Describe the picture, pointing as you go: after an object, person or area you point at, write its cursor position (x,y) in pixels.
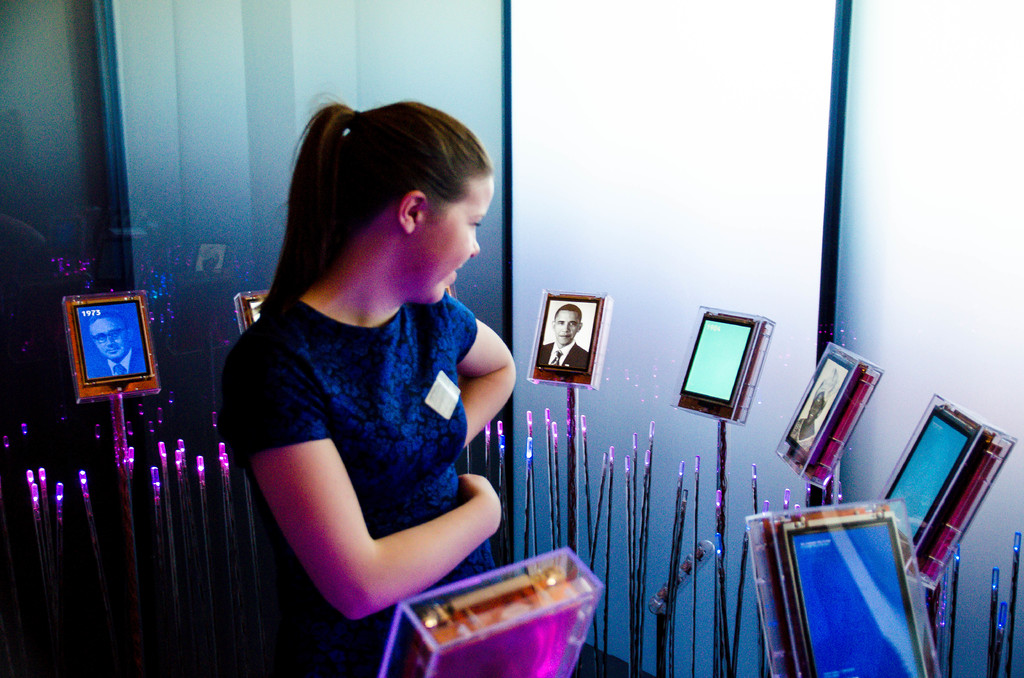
In this picture I can see a person (344,350) standing, there are photos (575,360) in the boxes (945,556), there are some objects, and in the background (260,95) there is a wall (424,95).
